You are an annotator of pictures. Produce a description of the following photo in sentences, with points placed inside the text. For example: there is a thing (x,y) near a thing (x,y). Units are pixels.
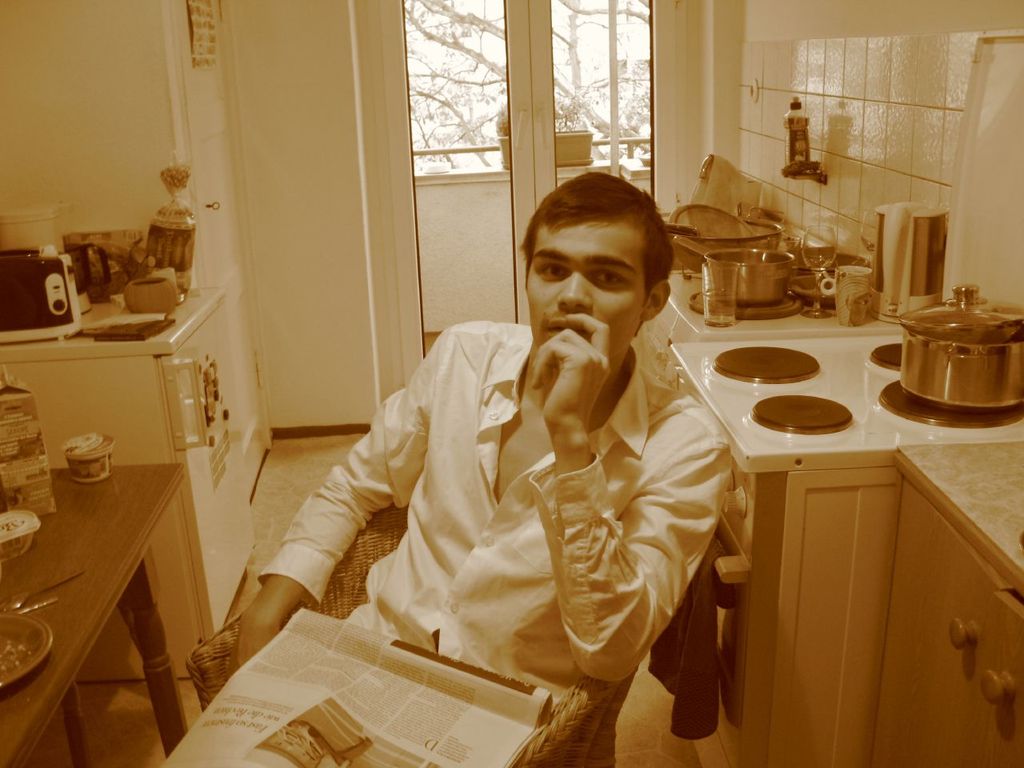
In the picture we can see a man (604,363) sitting on the chair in the house (676,748) and holding a newspaper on him and just beside him, we can see some desk (753,663), with some stove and bowls (735,269) of it and on the other side, we can see a table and some items (14,652) on it and in the background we can see a wall (767,129) and a door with glass (489,181) and to the wall (747,84) we can see a tiles (879,55) which are white in color.
